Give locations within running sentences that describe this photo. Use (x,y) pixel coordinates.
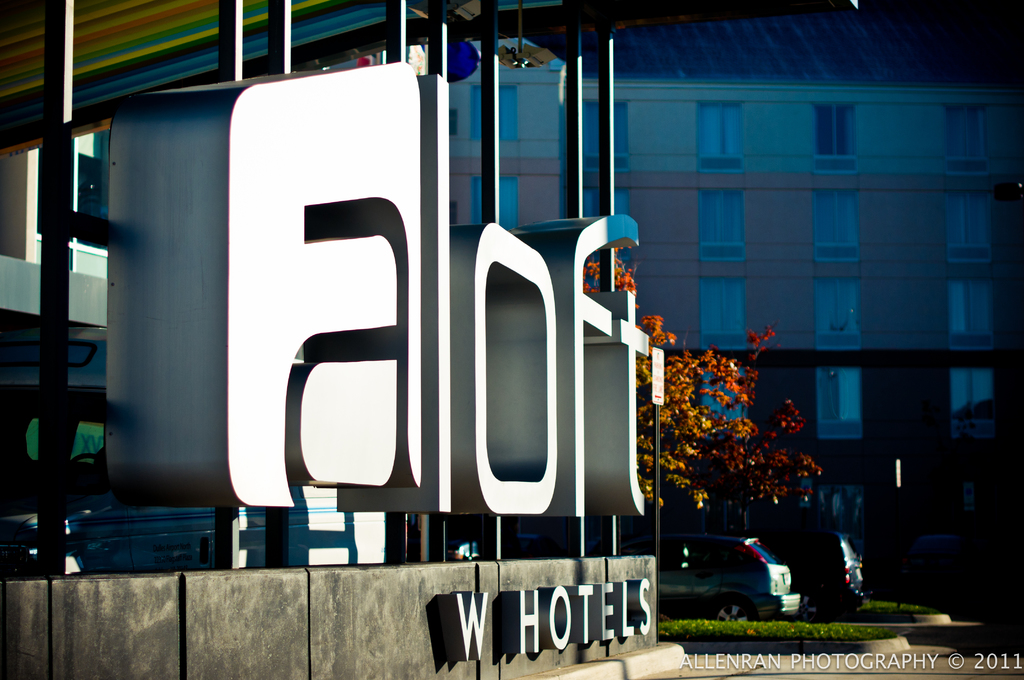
In this image I can see the boards (524,623), tree (719,426) and the vehicles (691,589). In the background (512,200) I can see the building (698,283) with windows (714,410).
